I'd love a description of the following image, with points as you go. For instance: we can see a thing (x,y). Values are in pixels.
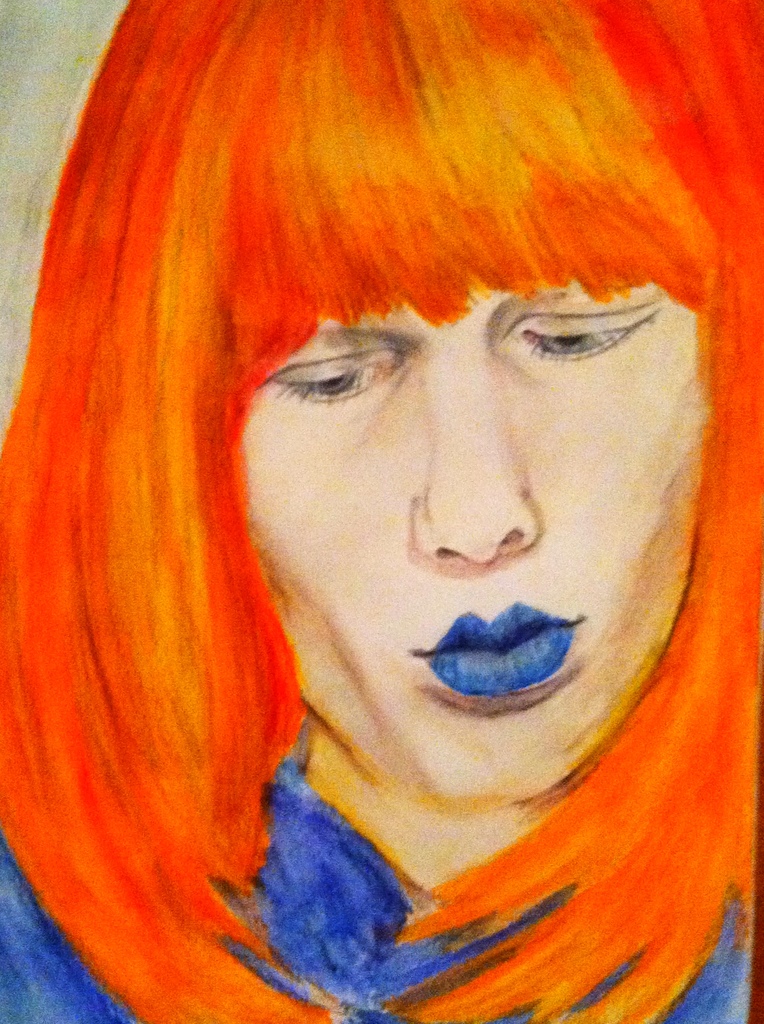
This is a painting. There is a person (303,815) in the painting.
